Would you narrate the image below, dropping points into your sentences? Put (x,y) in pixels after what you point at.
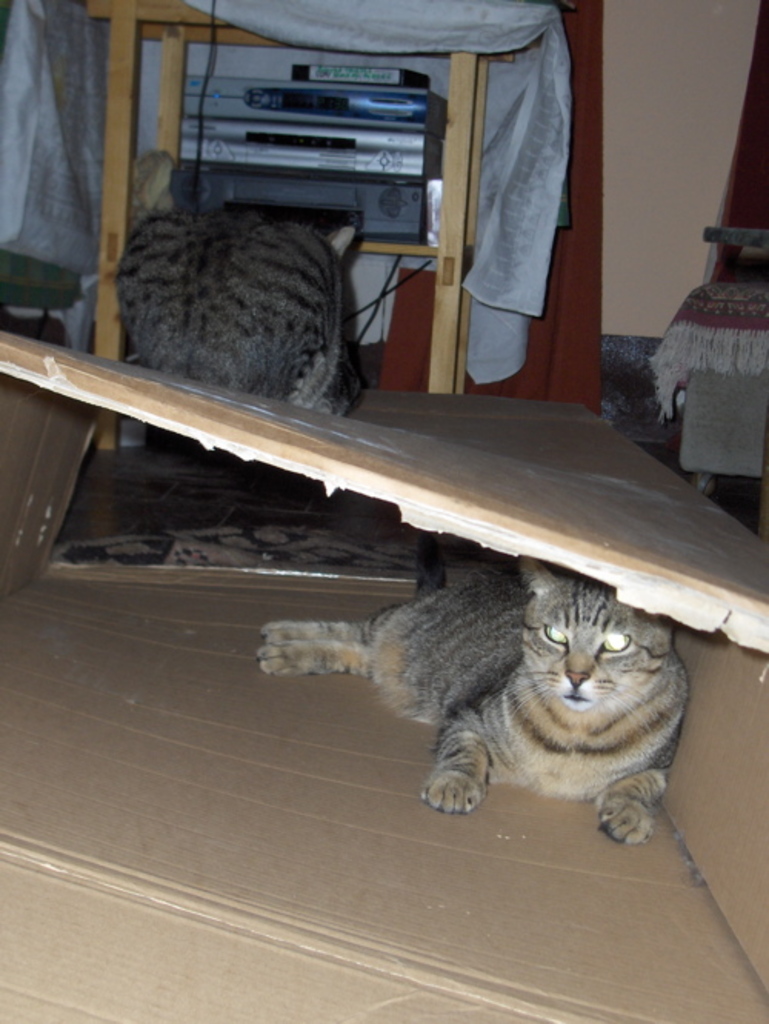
In this picture there is a cat (572,626) under the cardboard box (611,557). At the back (191,266) there is a cat (249,263) and there are devices (379,135) on the table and there is a white color cloth (35,27) on the table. On the right side of the image (756,438) it looks like a chair (731,370) and there is a wall (659,190) and there might be curtains (584,166). At the bottom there is a mat (327,536) on the floor (216,520).
